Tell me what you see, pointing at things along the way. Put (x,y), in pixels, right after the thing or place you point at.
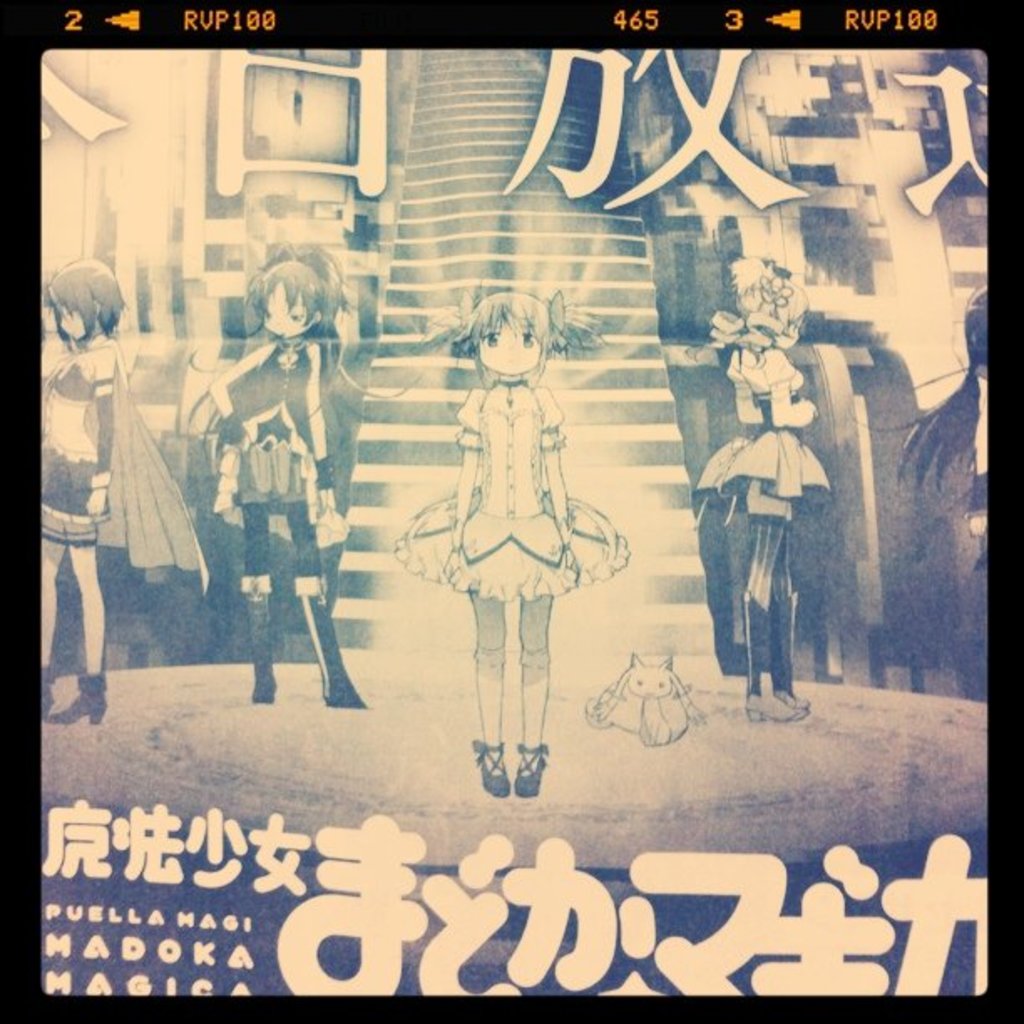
In the image there are few anime characters (514,495) standing, this is a black and white picture.
